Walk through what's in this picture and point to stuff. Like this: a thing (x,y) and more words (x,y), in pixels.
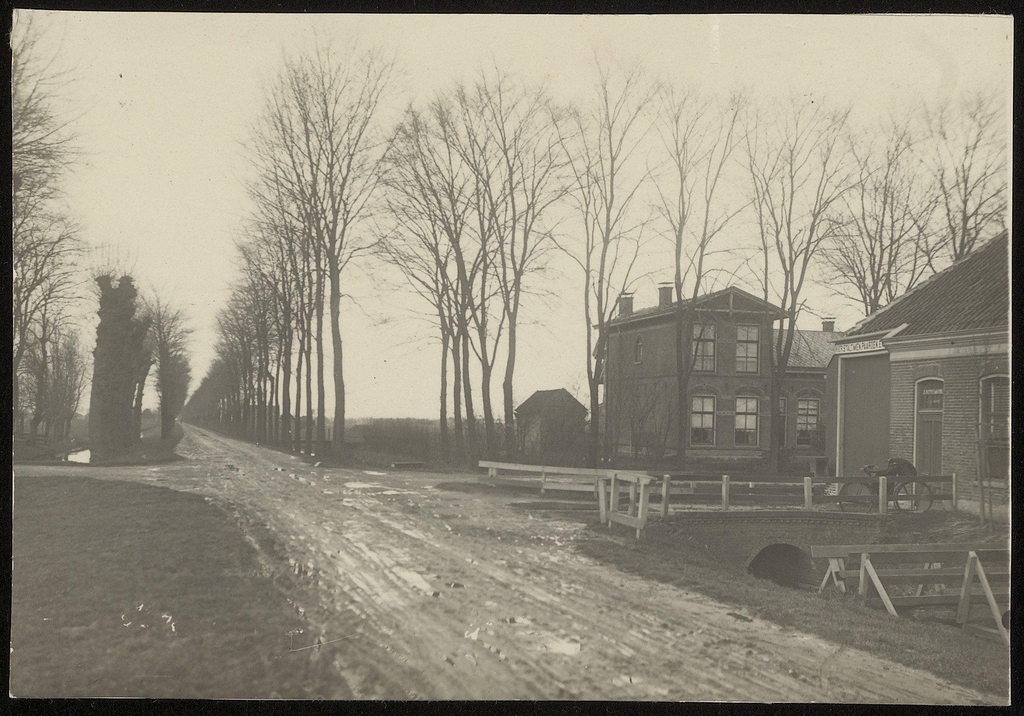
This is an edited picture. Borders (370,5) of the picture are in black color. This is a black and white picture. In this picture we can see the trees (38,360), sky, pathway (272,451). On the right side of the picture (962,359) we can see the houses (962,359), wooden railings (939,595), windows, bicycle (917,497) and an object (797,571). On the left side of the picture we can see the water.
